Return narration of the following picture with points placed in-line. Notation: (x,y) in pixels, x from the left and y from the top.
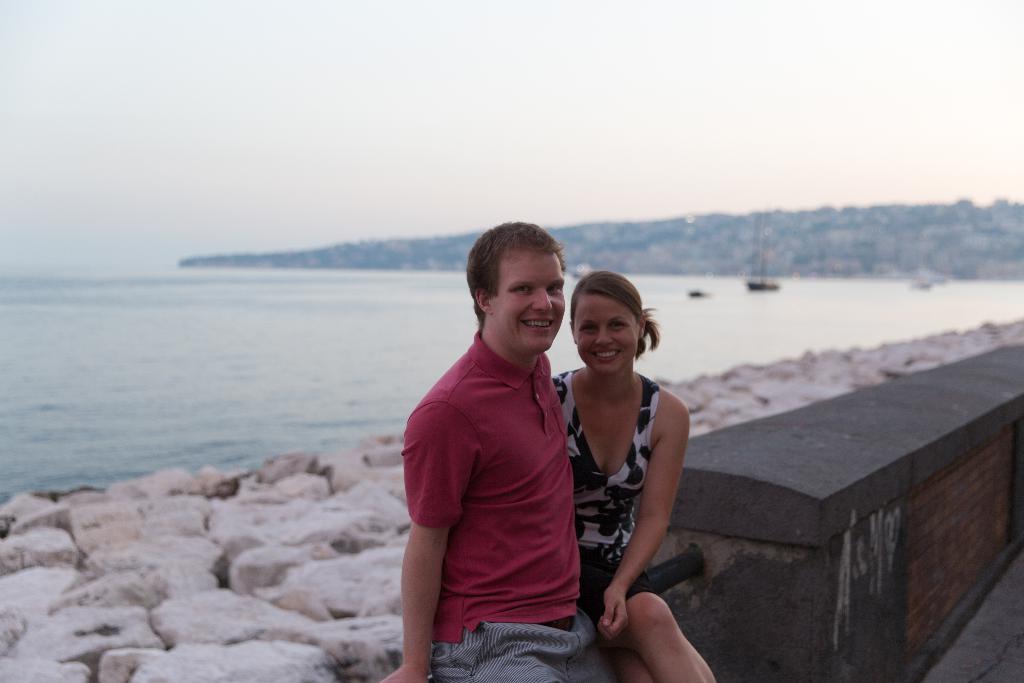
In this image we can see two persons (538,549). There is a sea (312,340) in the image. There is a sky (673,115) in the image. There is a hill (838,235) in the image. There is a wall (880,456) in the image. There are many rocks (197,609) in the image.
